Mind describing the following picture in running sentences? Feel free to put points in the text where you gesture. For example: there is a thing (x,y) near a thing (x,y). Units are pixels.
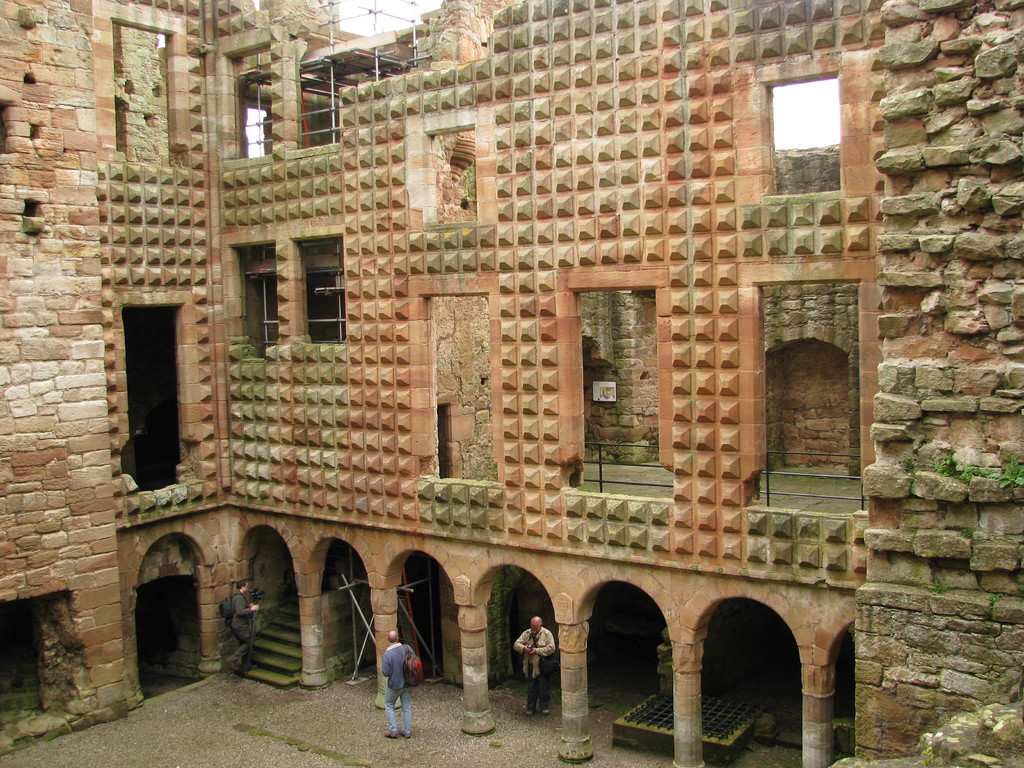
There are three persons (534,704). Here we can see a building (547,406) and pillars (467,662).
